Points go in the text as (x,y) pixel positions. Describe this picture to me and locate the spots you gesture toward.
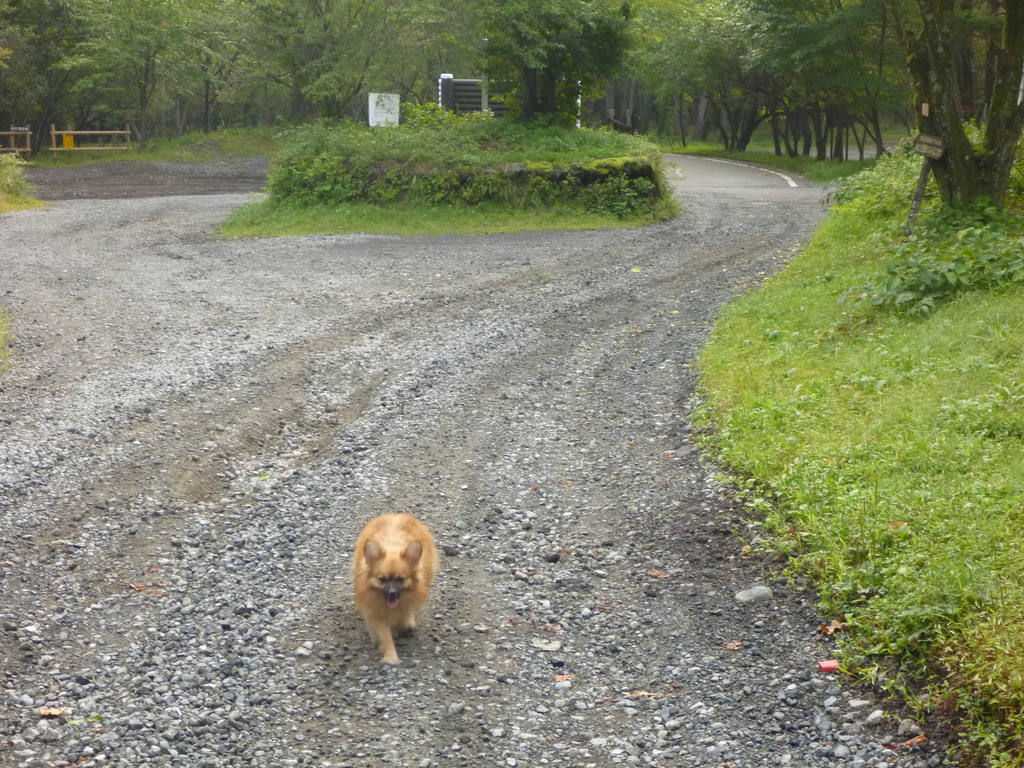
In this image there is a dog (391,612) walking on the ground (329,609) in the center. On the right side (893,393) there is grass (909,364) on the ground (909,363) and there are trees (815,116). In the center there is grass (468,185) on the ground (413,179) and in the background (221,62) there are trees (267,43), there are barricades (58,141) and there is an object (378,116) which is white in colour and there is a stand (460,94) which is black in colour.
